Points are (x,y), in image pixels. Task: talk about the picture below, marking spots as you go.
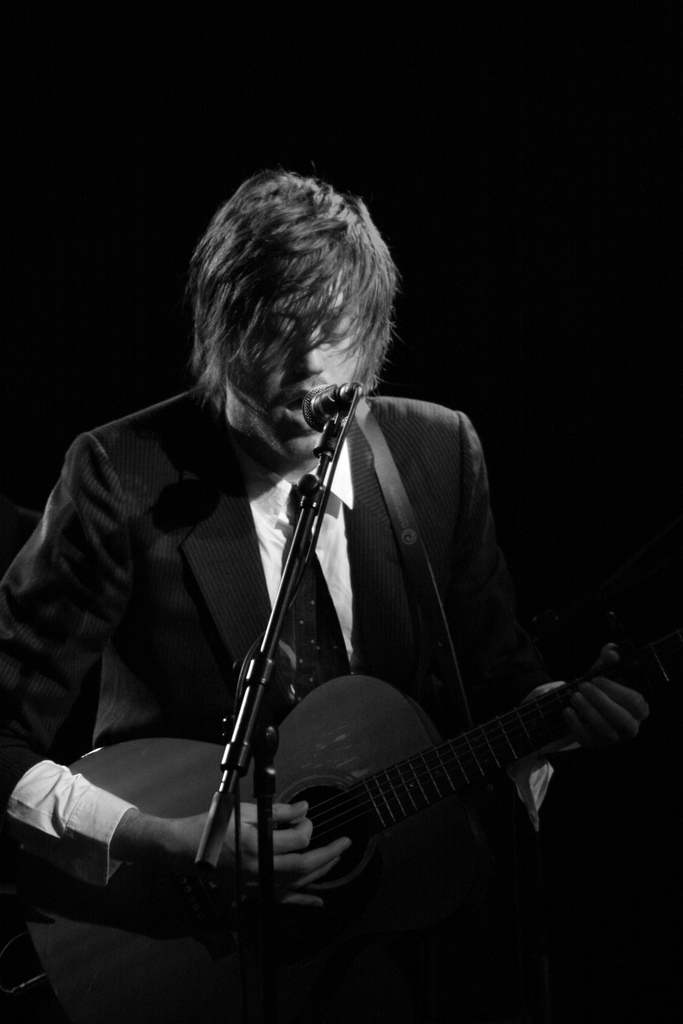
This is a man (232,629) who is singing along with it playing guitar (378,804). In front of him there is a microphone (343,399). He is wearing suit (132,631), inside it he is wearing white shirt (103,818) and a tie (326,635). The background (607,514) is dark. The microphone (319,409) is attached to a stand (266,659).
